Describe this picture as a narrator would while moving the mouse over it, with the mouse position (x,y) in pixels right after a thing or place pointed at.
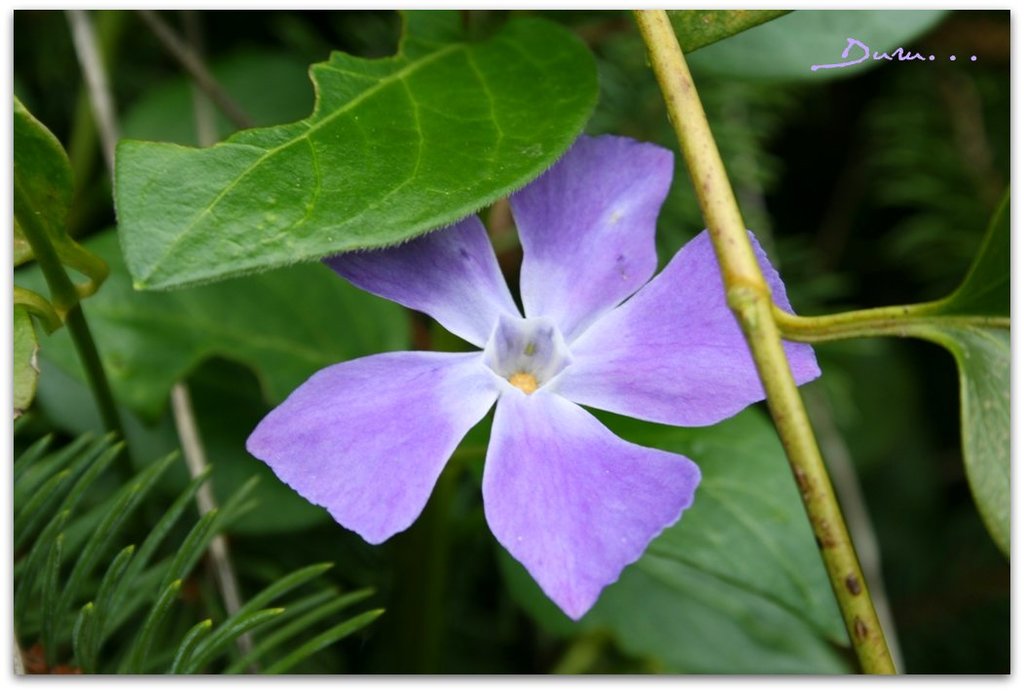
In this picture there is a purple color flower (390,373) in the center of the image (562,287) and there are plants (450,90) around the area of the image.
